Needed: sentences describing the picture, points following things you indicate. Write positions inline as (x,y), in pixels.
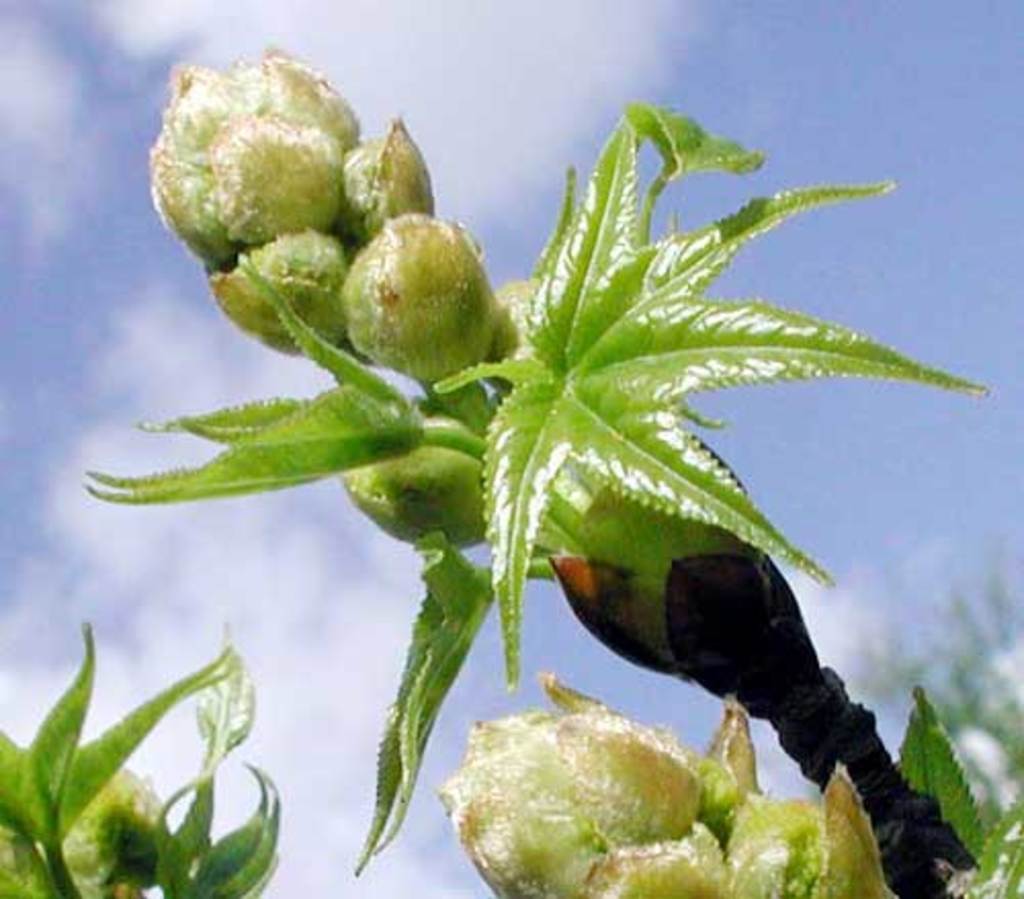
In this image we can see plants (553,432). In the background (418,386) there is sky (702,208) with clouds (32,711).
